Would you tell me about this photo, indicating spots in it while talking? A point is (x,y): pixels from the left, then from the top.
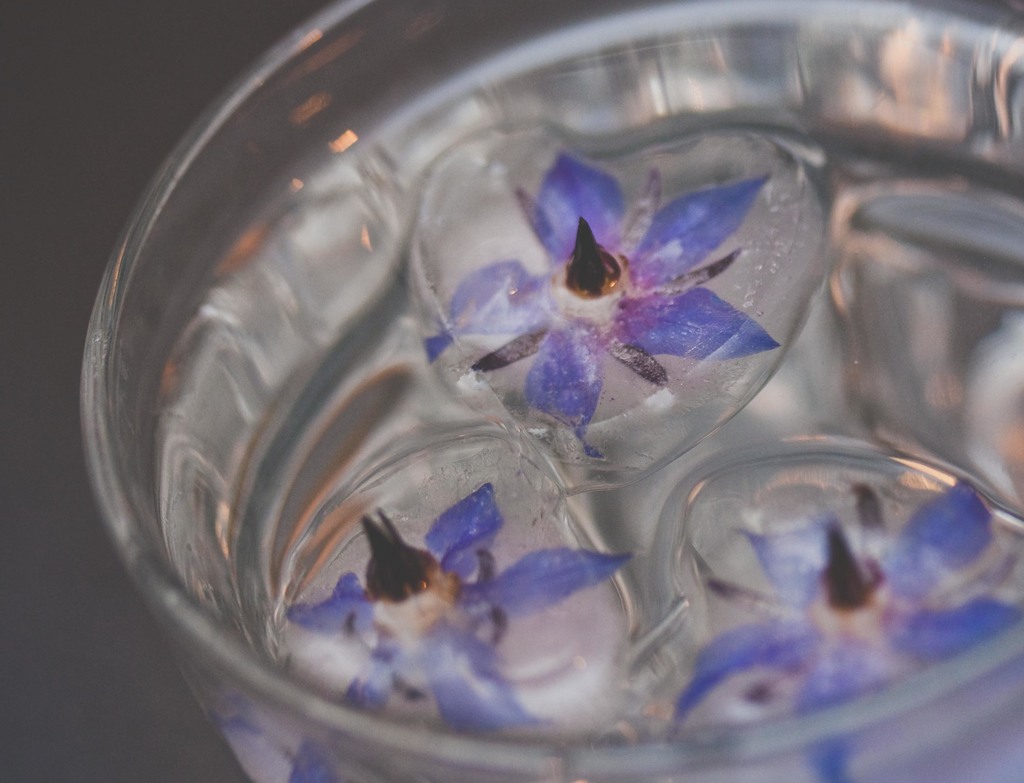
In this picture we can see few ice cubes (745,286) and flowers (369,539) in the glass (112,490).
